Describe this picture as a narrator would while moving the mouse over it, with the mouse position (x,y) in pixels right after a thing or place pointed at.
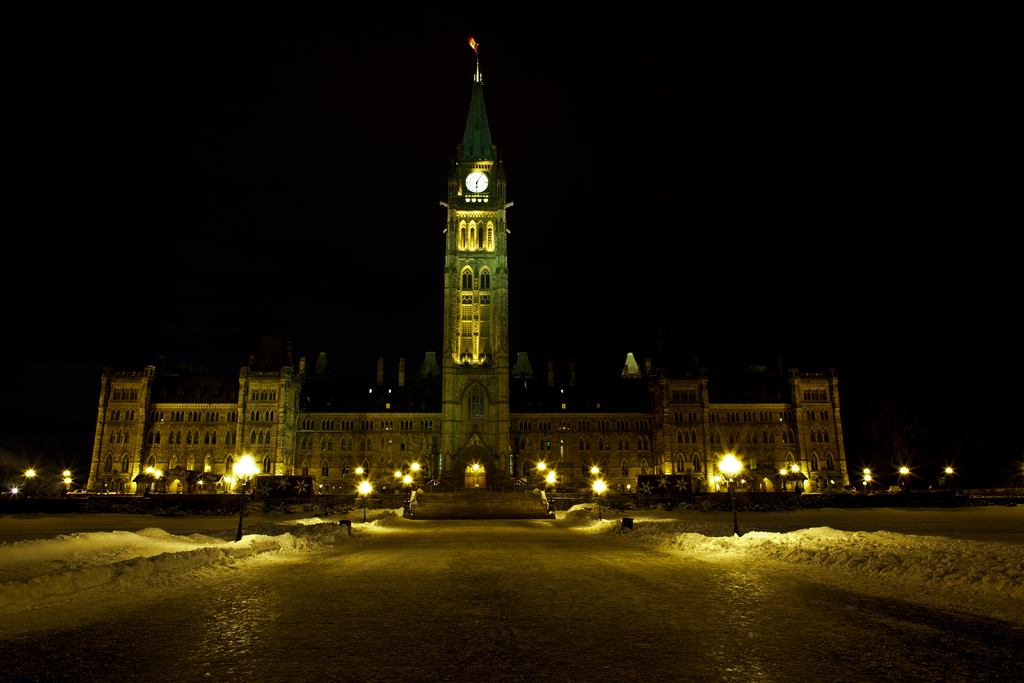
In this image, we can see a building (460,456), walls (538,457), tower (495,462), lights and few objects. Here we can see a clock (480,179) on the tower (476,200). Background (19,290) we can see the dark view. At the bottom (618,610), there is a road (525,579).
